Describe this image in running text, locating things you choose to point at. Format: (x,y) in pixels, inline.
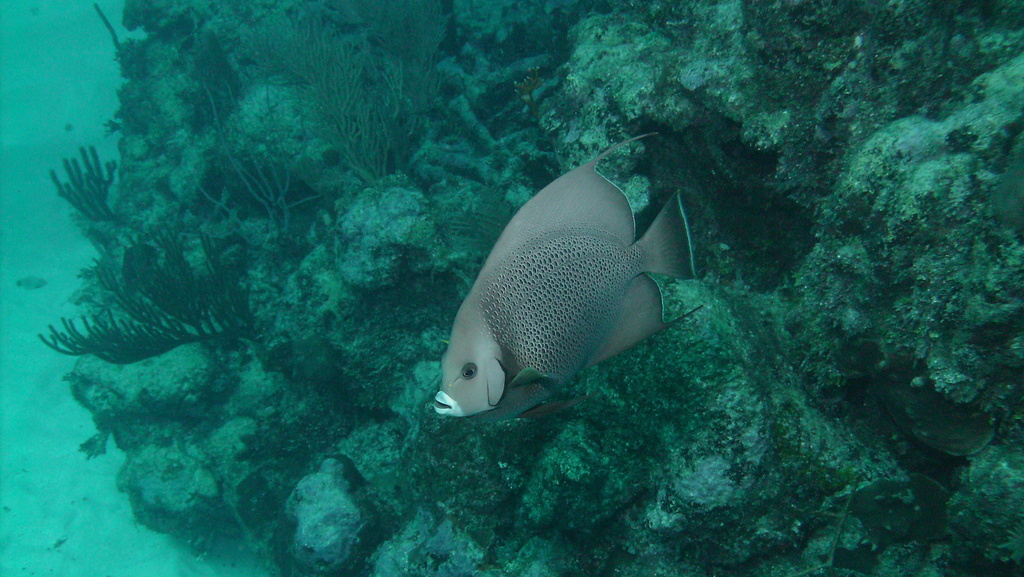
In this image I can see the fish (522,293) in the water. The fish (518,280) is in grey color and I can see the rocks (199,428) and some plants (96,341) in the water (13,263).
